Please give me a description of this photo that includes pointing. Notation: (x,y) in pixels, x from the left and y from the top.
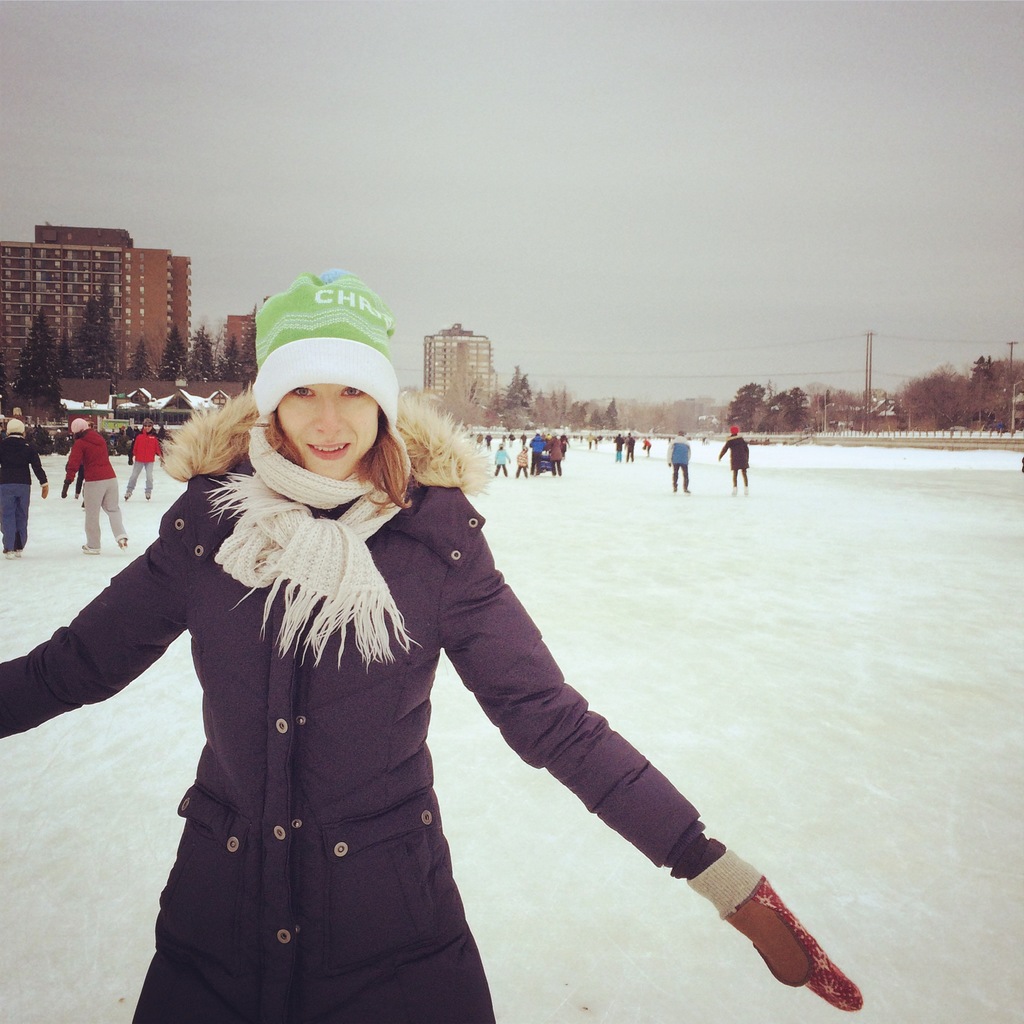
In this picture there is a woman (301,1009) who is wearing cap (376,317), jacket (425,615), scarf (370,506), and gloves (842,1000). She is standing on the snow (520,971). On the left (147,455) there are some persons (134,466) who are skating on the ice (778,538). In the background (689,450) we can see many peoples (675,456) were skating. On the left (11,331) background we can see the buildings (27,330) and trees (137,347). On the right (946,343) background we can see an electric poles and wires (964,343). At the top (550,76) we can see sky (688,177) and clouds (825,164).
